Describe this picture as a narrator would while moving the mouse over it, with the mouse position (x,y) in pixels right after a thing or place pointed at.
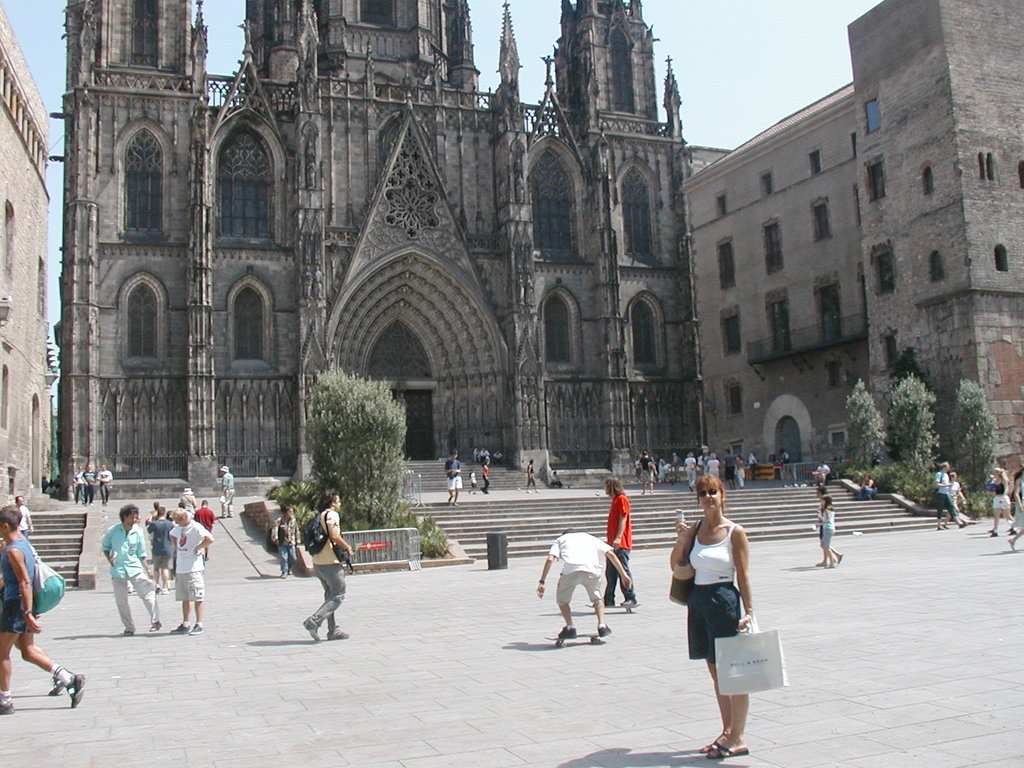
In this image, we can see a group of people (714,496), few people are walking and few people (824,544) are standing on the floor (823,666). In the middle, we can see a man (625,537) riding on the skateboard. In the middle of the image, we can also see a woman (745,614) standing and holding a carry bag (757,685). In the background (269,459), we can see some trees (931,388), building (555,322), glass window (1023,175). At the top (749,61), we can see a sky (725,57), at the bottom (884,559), we can see a staircase (498,467) and a land (381,672).
